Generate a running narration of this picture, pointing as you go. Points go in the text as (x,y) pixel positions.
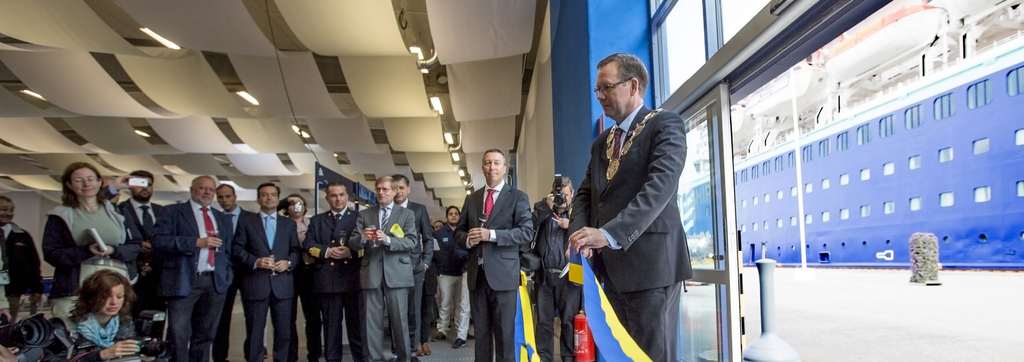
In this image, we can see group of people (386,234) who are very well dressed, out of which some of them are holding glasses (276,254) with some liquid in it and some of them are holding cameras (32,330) and the person (87,259) at the left (93,243) is holding a book (96,239) and she is looking down at the other person (110,331) and there is another person (650,348) at the right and he is looking down at the ribbon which is in his hands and at the back of this man (658,284) there is a ship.
